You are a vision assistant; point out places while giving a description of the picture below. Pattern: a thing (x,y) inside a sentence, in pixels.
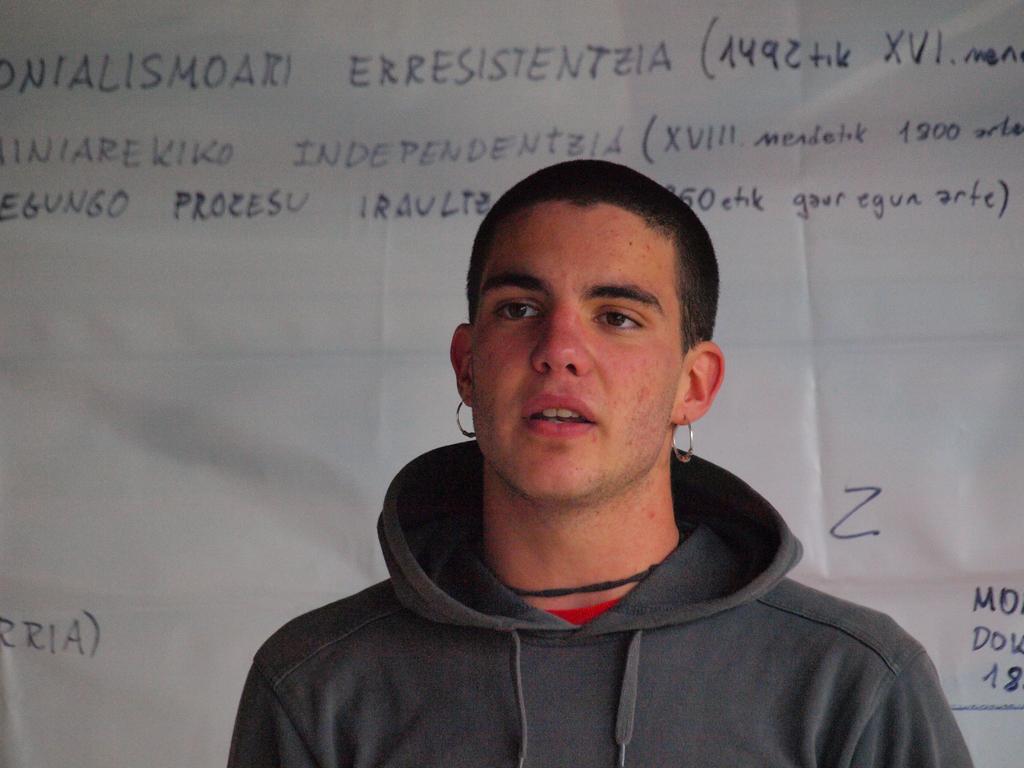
In this image we can see a person (669,550) is standing, he is wearing the jacket (746,629), at back (352,482) here is the banner (453,249), and some matter (277,206) written on it.
